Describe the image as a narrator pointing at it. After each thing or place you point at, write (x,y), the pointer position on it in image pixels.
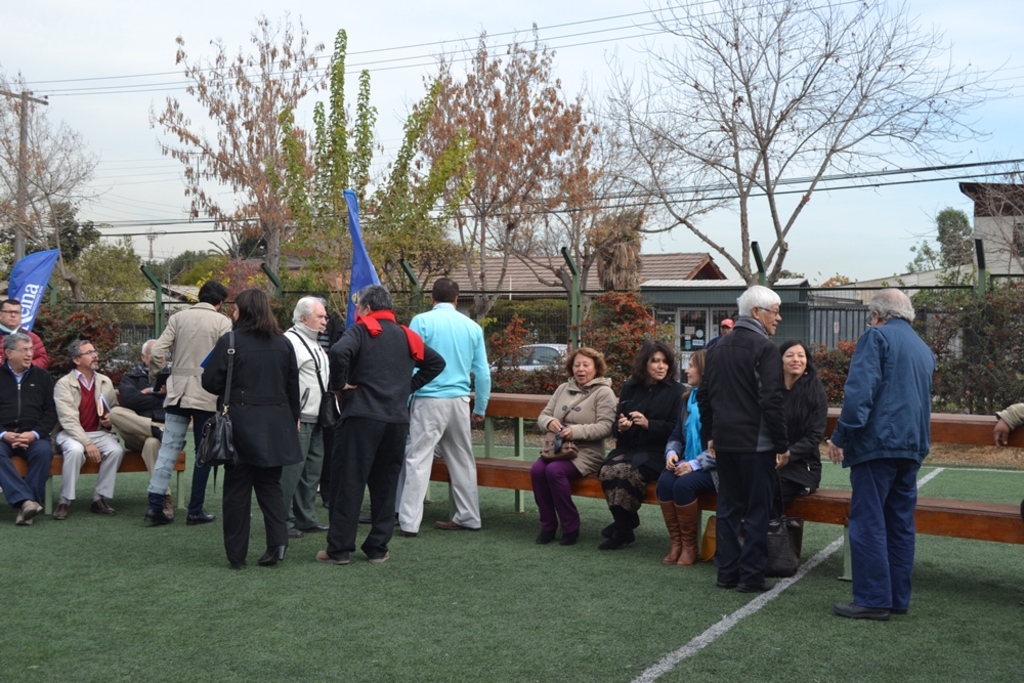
In this picture we can see some people (353,507), standing in the park (470,558) and discussing something. Behind we can see four women (697,466) sitting on the wooden bench (520,479). Behind there are some dry trees (299,226) and shed houses (687,282). On the top (553,72) we can see the sky (563,85).
